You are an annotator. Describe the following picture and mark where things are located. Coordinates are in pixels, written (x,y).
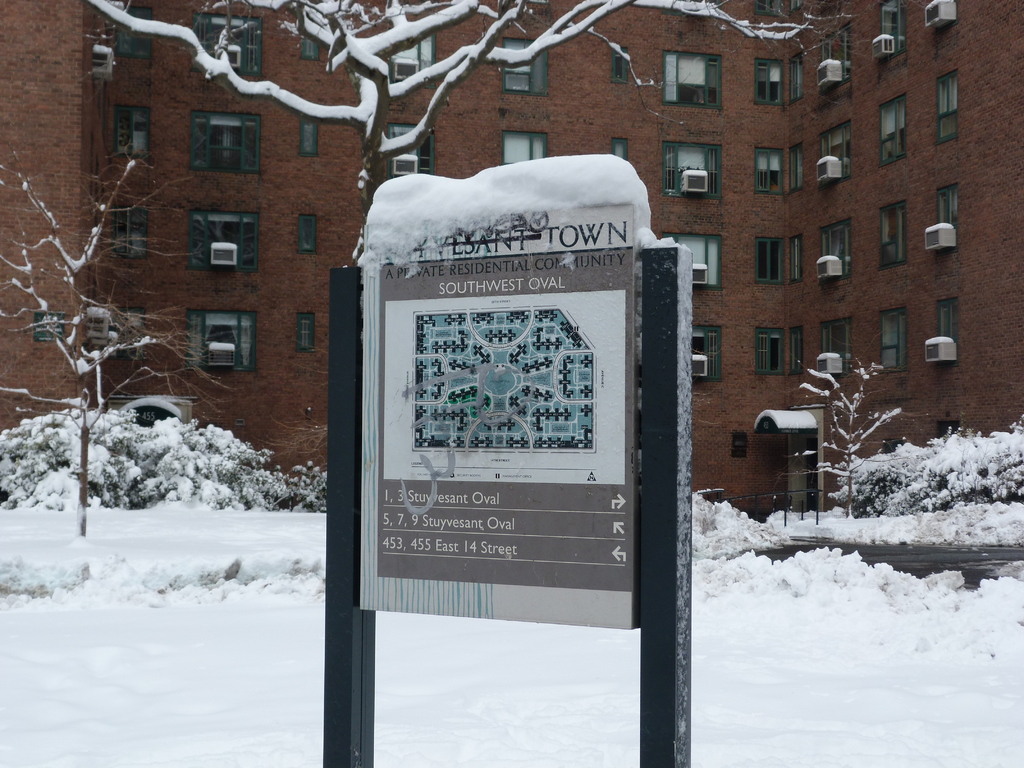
In this image there is a board (611,310), on that board (587,387) there is some text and the board (624,217) is covered with snow (581,198), in the background (970,715) there is land (931,533) and trees (938,458) they are covered with snow (102,512) and there is a building (858,289), for that building (791,170) there are windows (771,175).
